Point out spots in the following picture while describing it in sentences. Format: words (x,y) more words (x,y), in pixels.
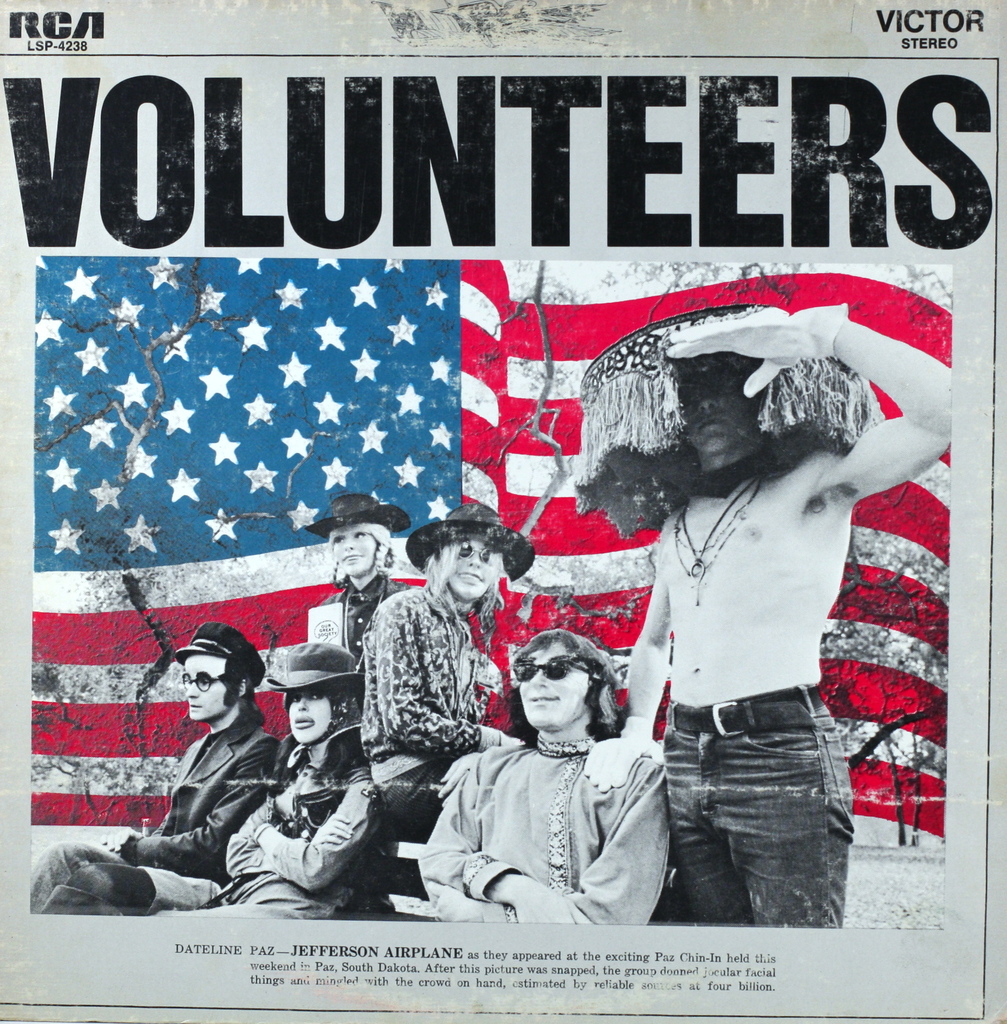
In this image there is a paper (414,256), there are two men (365,539) standing, there are two men (234,756) sitting, there are two women (377,823) sitting, they are wearing hats (343,506), there is a man (242,687) wearing a cap (209,643), there is a flag (525,509), there is text (461,968), there is number (67,49), the background of the image (54,63) is white in color.
